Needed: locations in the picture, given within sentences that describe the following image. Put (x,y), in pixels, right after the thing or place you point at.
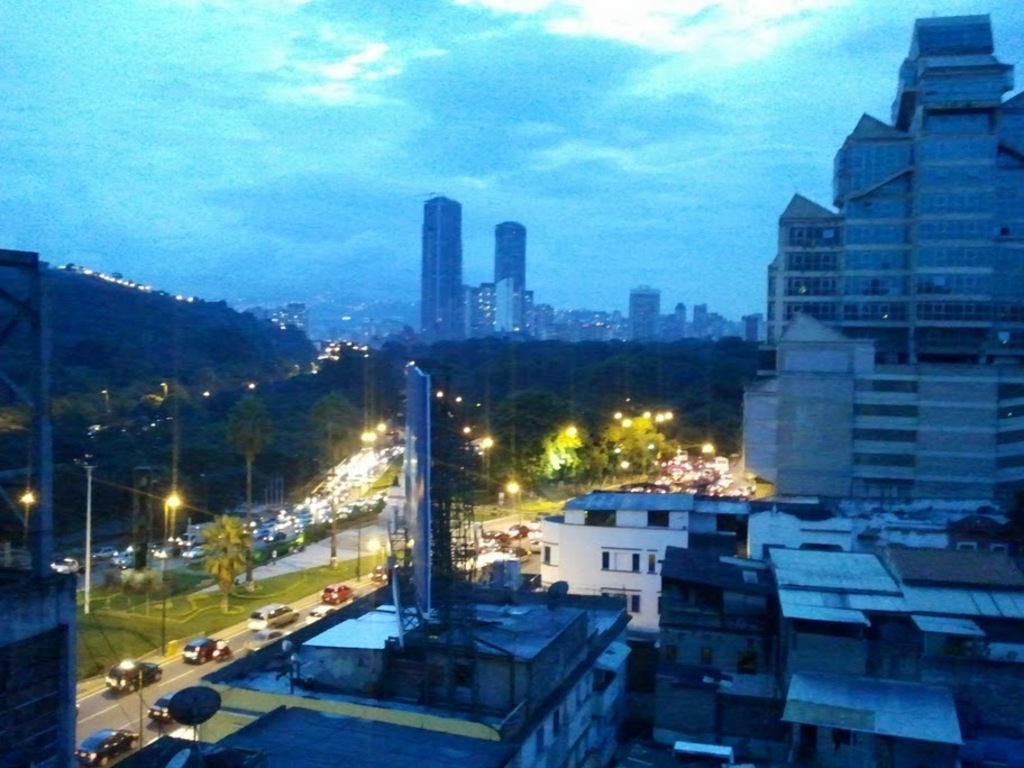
In this image I can see buildings (268,750), houses (528,657), trees (397,401), light poles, mountains (318,334) and vehicles (386,575) on the road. At the top (354,160) I can see the blue sky (438,185). This image is taken may be during night.
